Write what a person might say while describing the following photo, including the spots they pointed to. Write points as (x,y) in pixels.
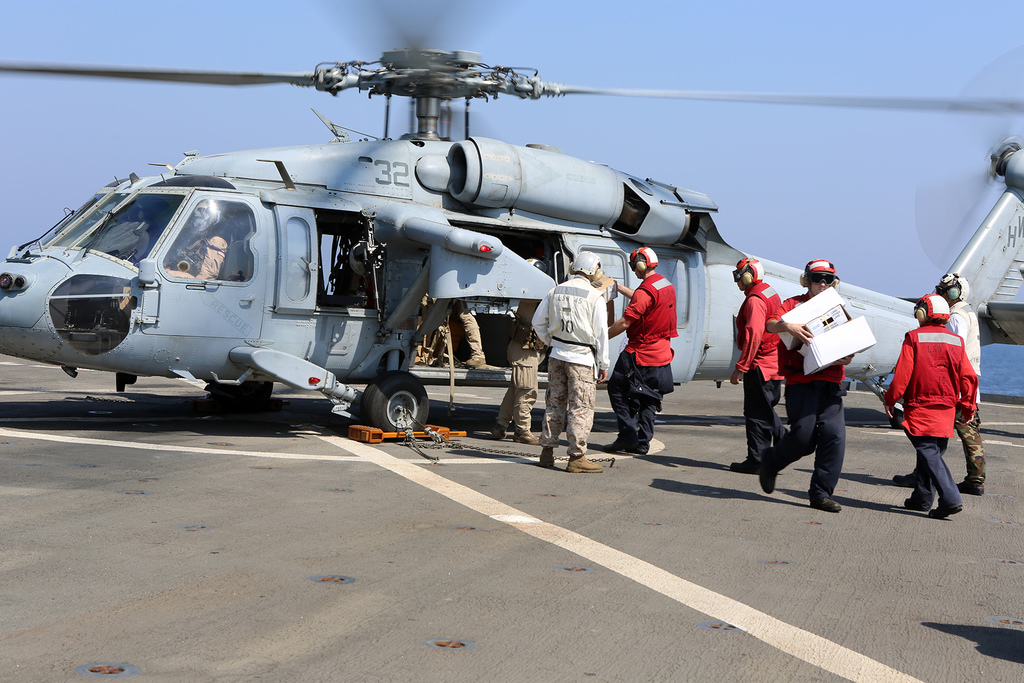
In this picture I can see a helicopter (356,230) on the helipad (443,449), there are group of people (768,467) standing, and in the background (65,90) there is the sky (620,146).
